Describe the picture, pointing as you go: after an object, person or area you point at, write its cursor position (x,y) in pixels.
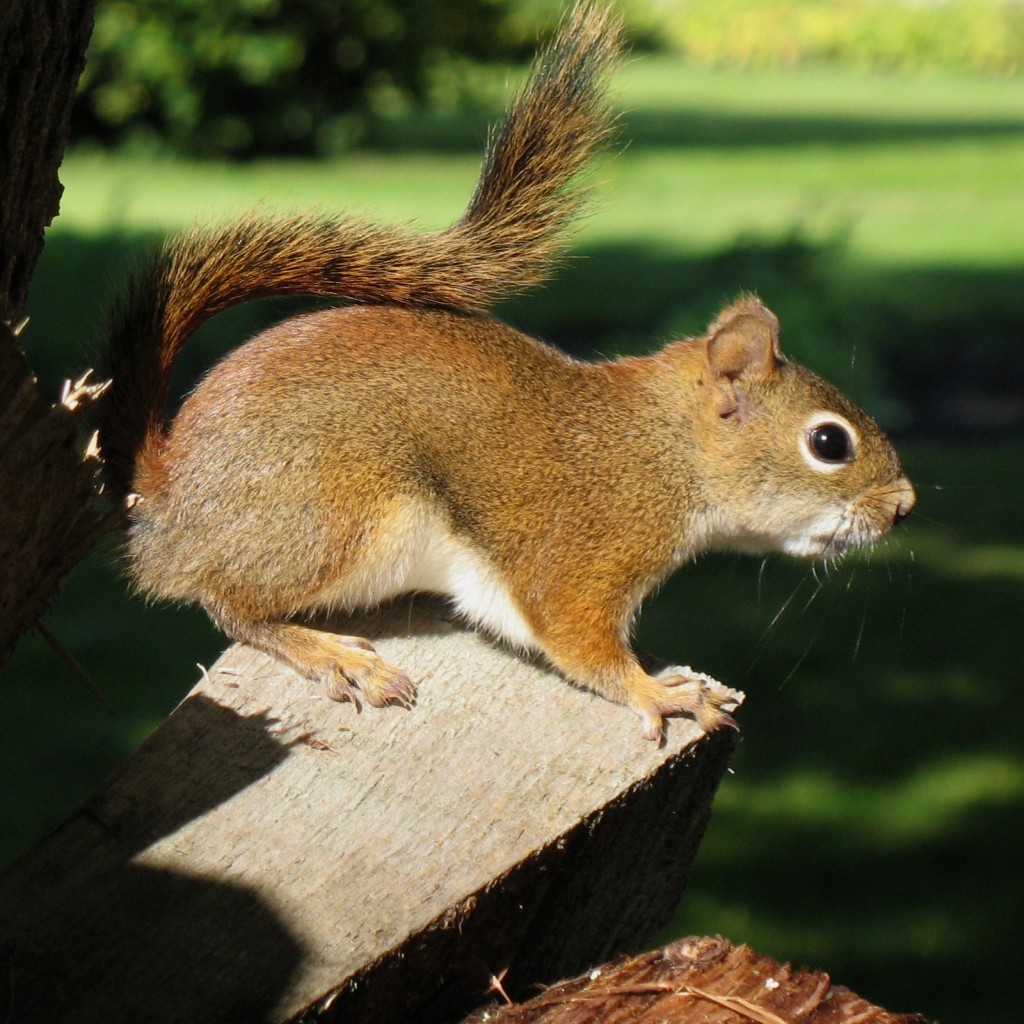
In this image we can see a squirrel (467,487) on the branch (471,667). In the background (570,258) there is a ground (627,246).
